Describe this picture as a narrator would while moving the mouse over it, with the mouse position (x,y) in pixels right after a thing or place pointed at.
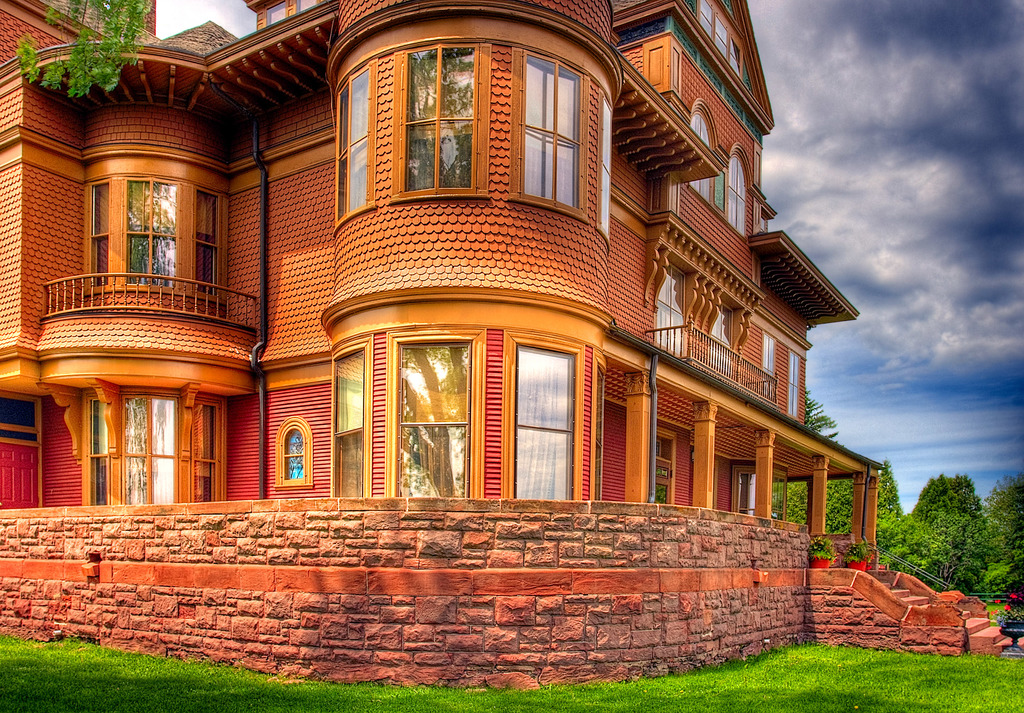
In this image we can see a building (475,390), windows (603,193), wall (533,583), grass (89,697), plants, flowers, and trees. In the background (813,216) there is sky (842,173) with clouds (172,21).
